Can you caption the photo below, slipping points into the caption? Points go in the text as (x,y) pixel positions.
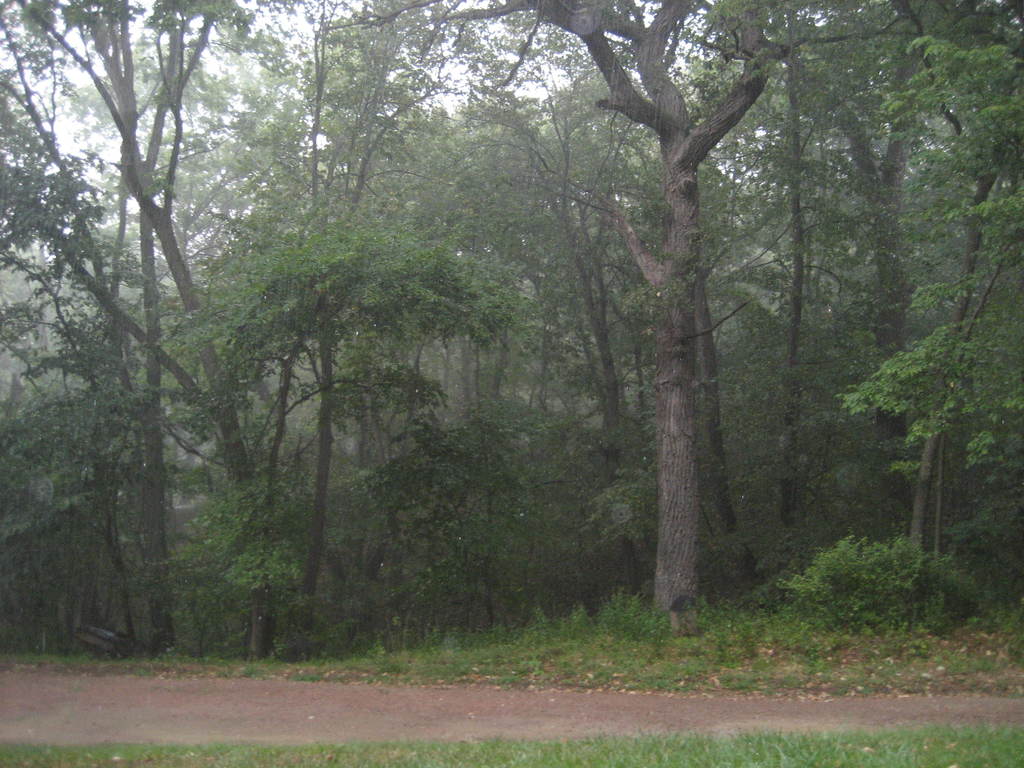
In this picture I can observe some trees (698,490). There is a path (220,709) in the bottom of the picture (392,703). In the background (106,139) there is sky (62,148).
